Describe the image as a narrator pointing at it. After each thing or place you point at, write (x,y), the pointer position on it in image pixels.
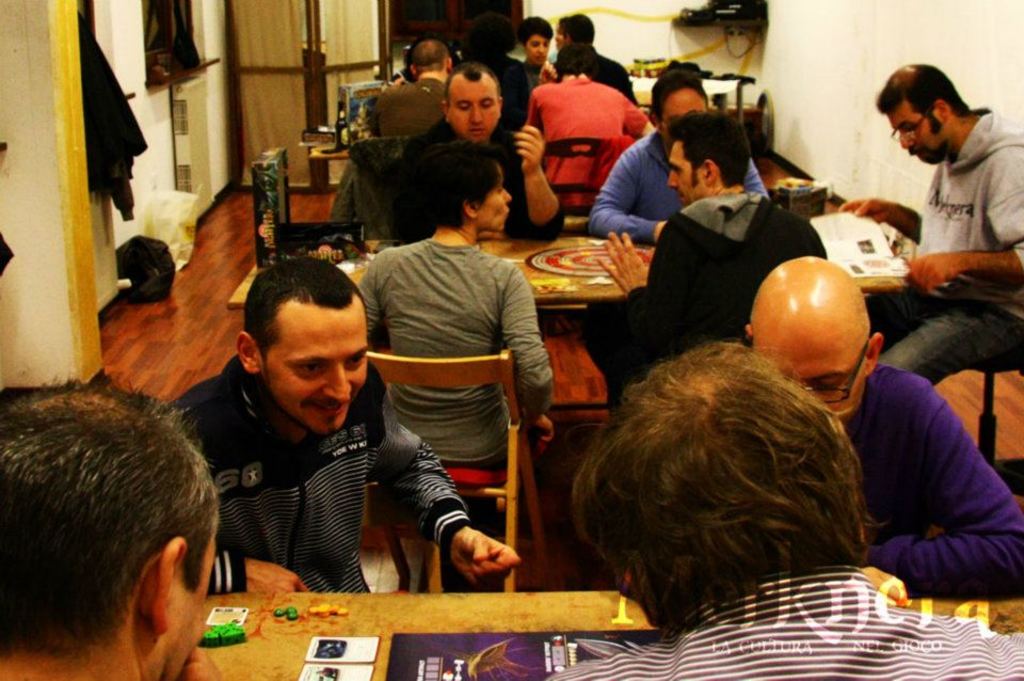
In this image i can see a group of people (675,333) sitting in front of table (353,624). In the background (308,186) i can see a door (312,78) a wall (135,42) and few clothes (132,147).
